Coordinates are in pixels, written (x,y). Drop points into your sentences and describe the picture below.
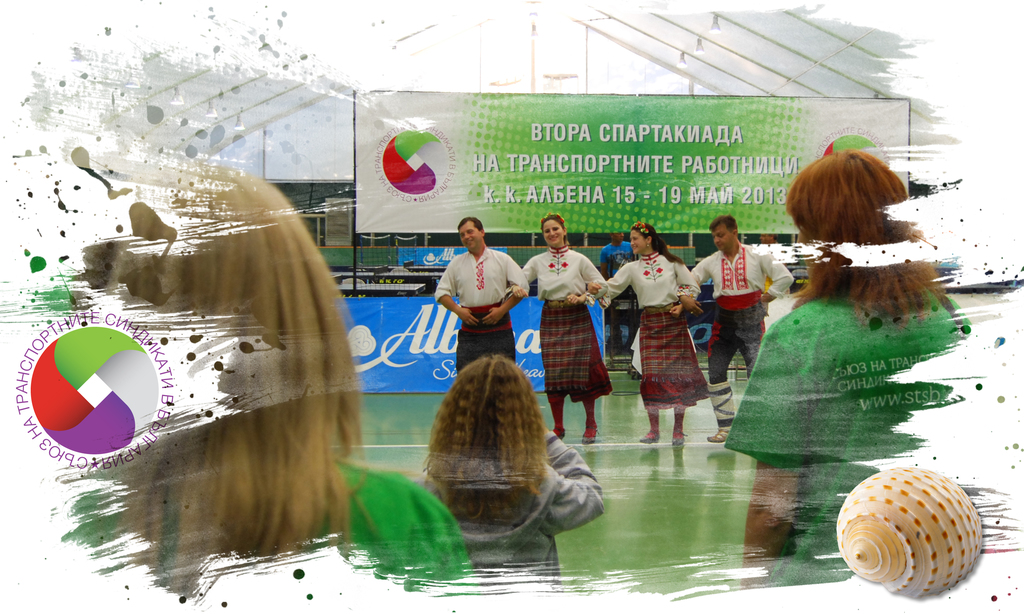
Here, we can see a picture, in that picture we can see there are some people (666,322) dancing and there are some people (151,473) standing, in the background (844,123) we can see a poster (769,103).
